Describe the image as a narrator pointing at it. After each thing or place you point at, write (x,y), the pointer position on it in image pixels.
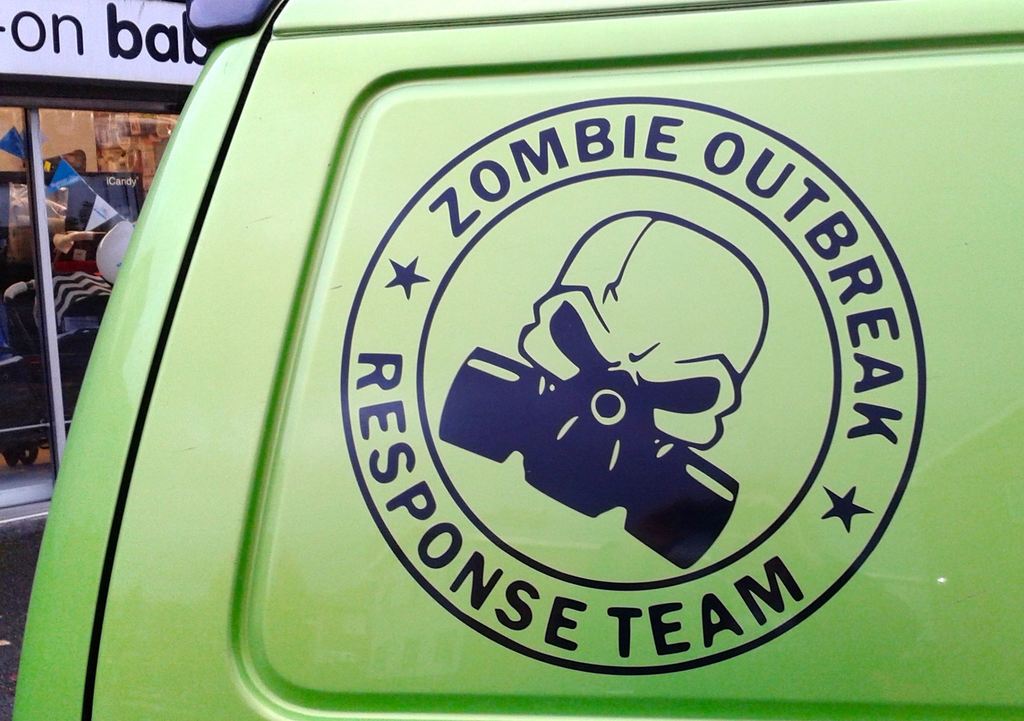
In this image in the foreground (253,171) there is one vehicle (314,281), on the vehicle (411,217) there is some text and in the background (86,167) there are glass doors (87,139) and some boards (92,34). On the boards (92,34) there is some text (152,46), through the glass doors (46,242) i can see objects (69,275).
